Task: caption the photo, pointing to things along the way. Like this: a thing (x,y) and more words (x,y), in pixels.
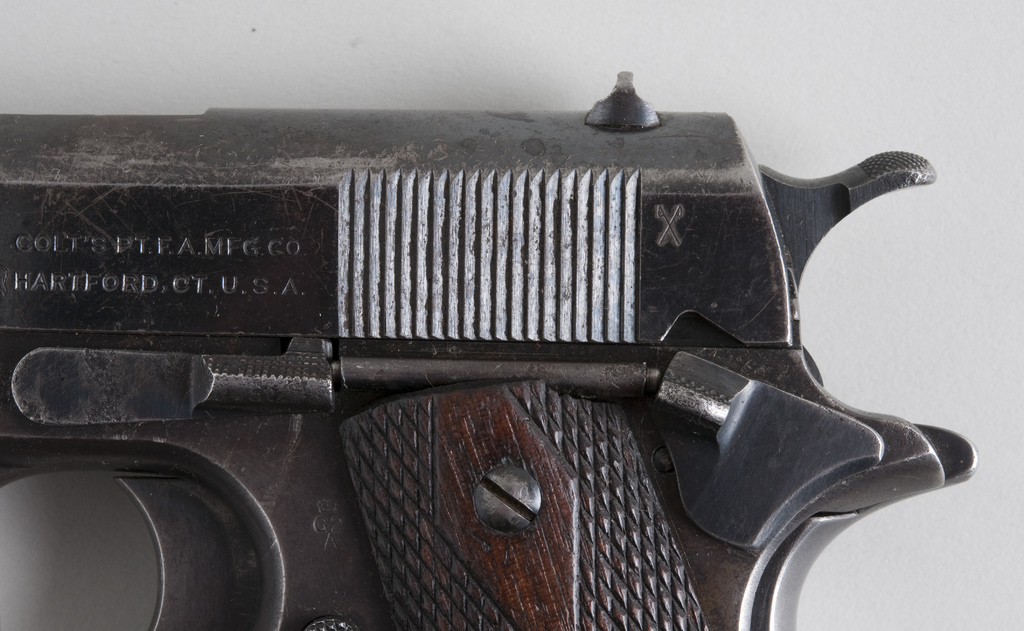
In this picture we can observe a pistol (418,442) which is in black color. This pistol (477,226) is placed on the white color surface (757,77).
